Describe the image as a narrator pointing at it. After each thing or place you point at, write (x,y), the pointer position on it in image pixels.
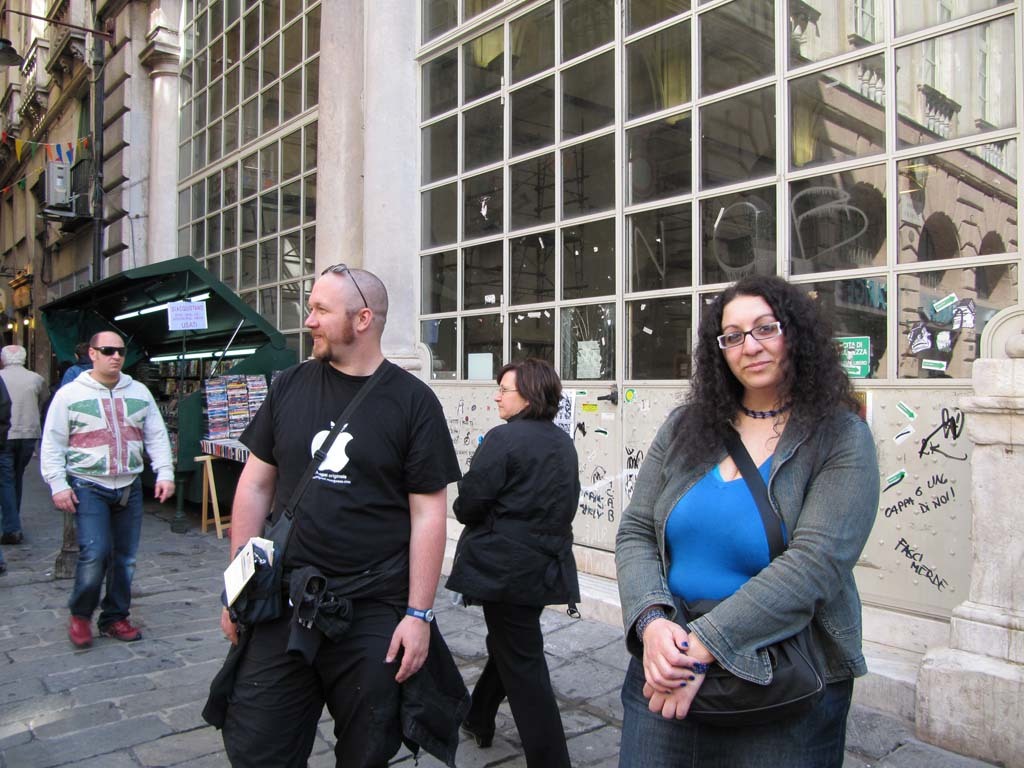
In this image, we can see a group of people (534,408). few (661,605) are standing and walking on the platform (585,753). Here a woman (815,435) is wearing a glass (758,339) and seeing. Here woman (656,484) and man (366,480) are smiling. Background (895,166) we can see glass (572,187), buildings (699,185), stalls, some objects (55,214), wall (130,163), stickers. On the glass (293,171), we can see some reflections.
